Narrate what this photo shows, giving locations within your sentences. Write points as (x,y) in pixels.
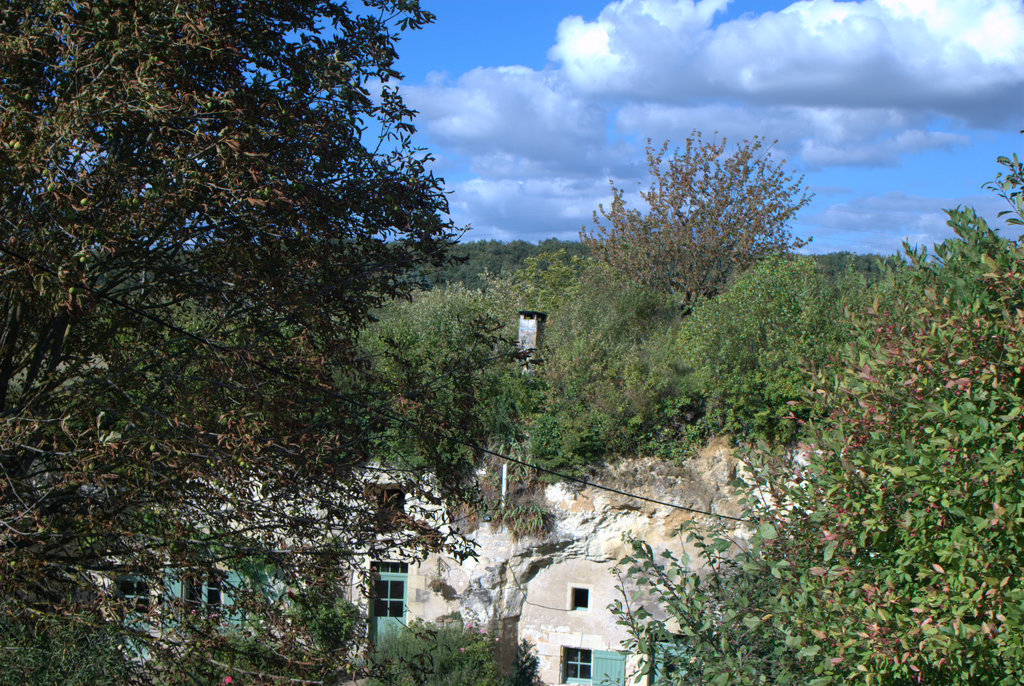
In this image there are trees (895,484), building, sky (594,151).
